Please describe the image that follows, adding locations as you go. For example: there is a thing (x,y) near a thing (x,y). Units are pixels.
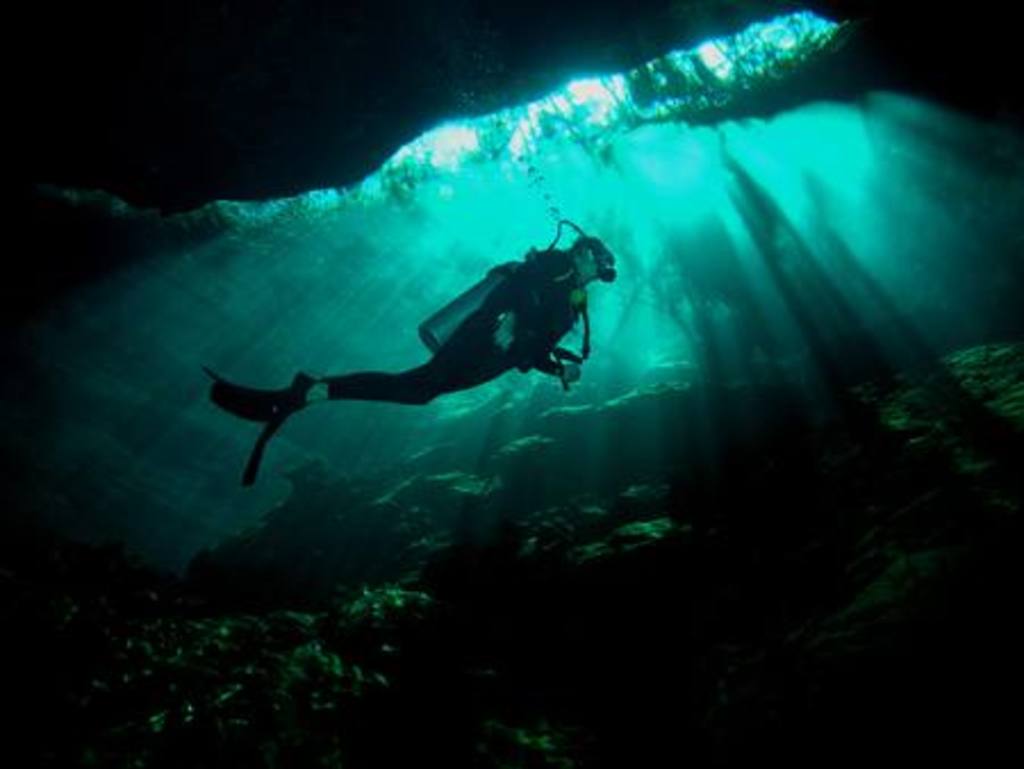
In this image we can see a person (582,253) swimming in water (271,319), wearing swimsuit (447,352) and oxygen mask (597,269). At the bottom of the image (592,686) there are stones (634,634).
